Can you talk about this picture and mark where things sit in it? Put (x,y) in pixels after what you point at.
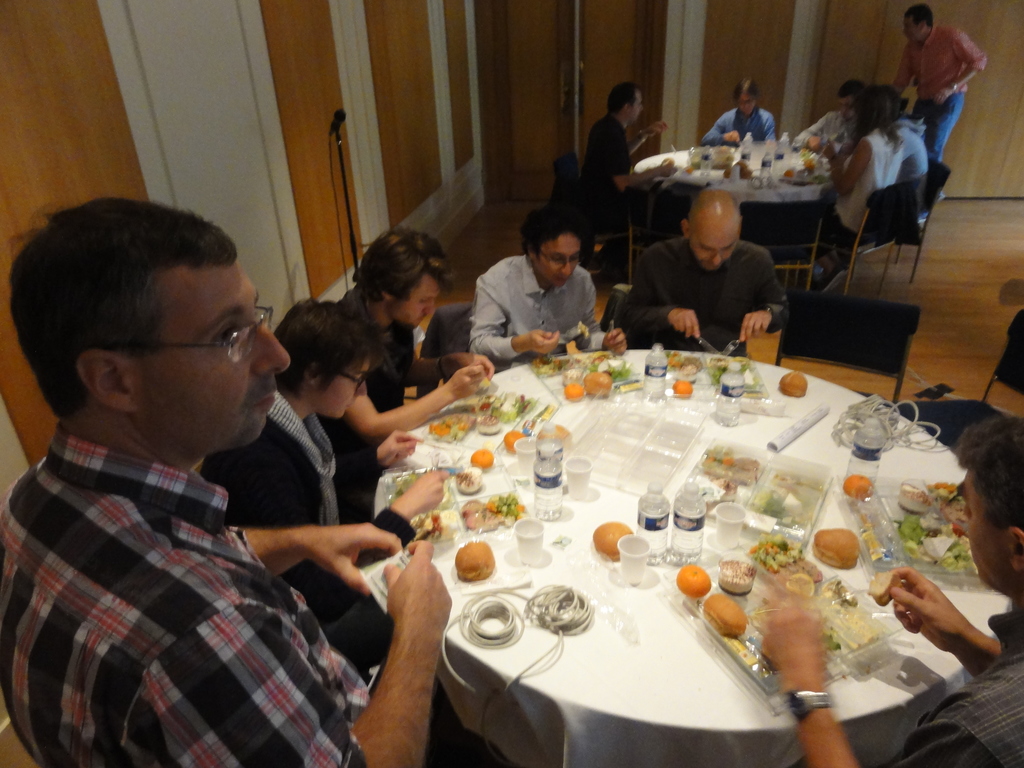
Few persons (407,413) are sitting on the chairs (935,184) and few persons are standing. We can see boxes (795,516), bottles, cups (581,488), fruits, spoons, cables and food (506,509) on the tables (671,178). This is floor (984,296). On the background (89,81) we can see wall (401,44).
